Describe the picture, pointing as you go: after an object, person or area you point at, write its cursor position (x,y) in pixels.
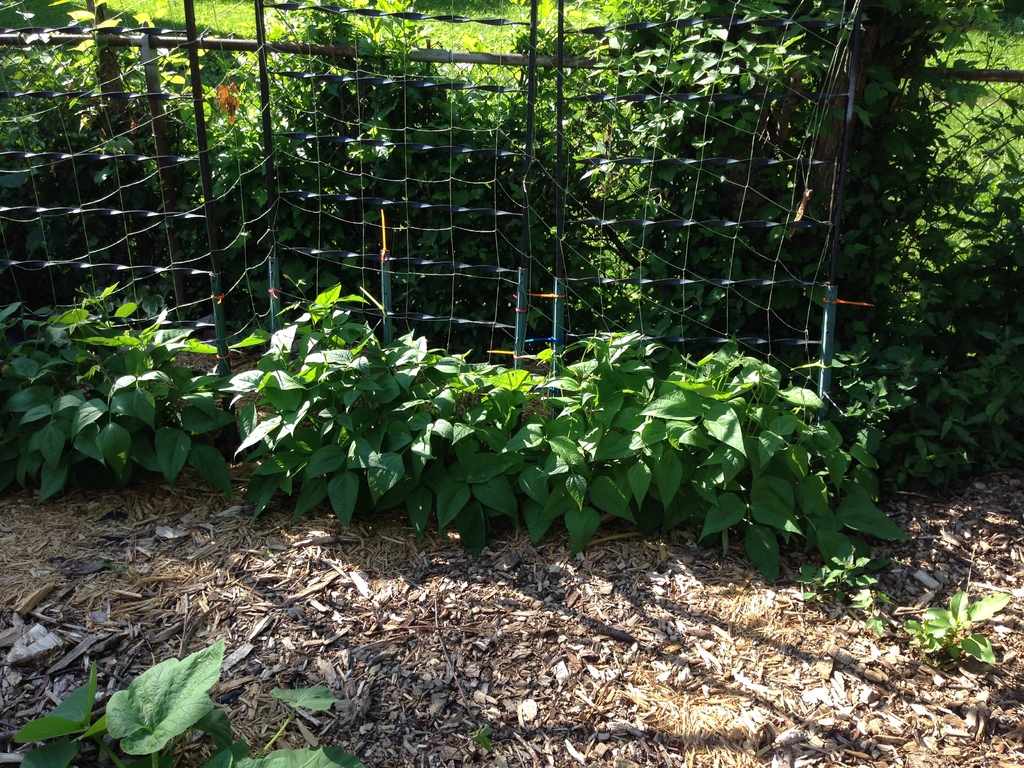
This image consists of plants (486,373) in the middle (551,460). There is a net (584,261) in the middle (606,274).
